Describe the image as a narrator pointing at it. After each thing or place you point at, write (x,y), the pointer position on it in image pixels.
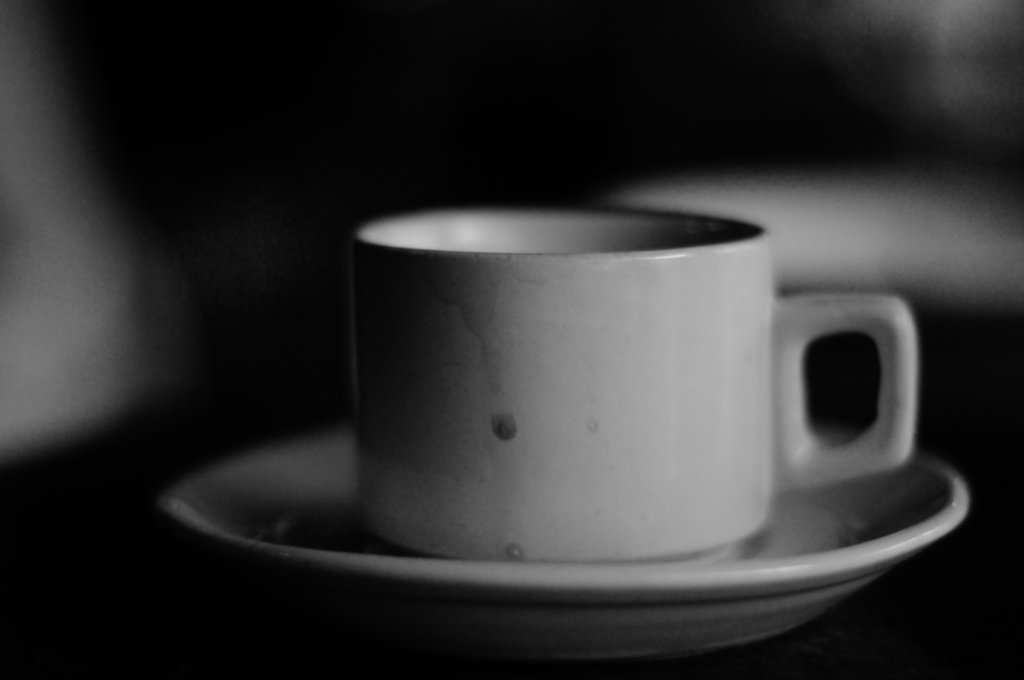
This is a black and white image and here we can see a cup (503,446) on the saucer (618,627).
